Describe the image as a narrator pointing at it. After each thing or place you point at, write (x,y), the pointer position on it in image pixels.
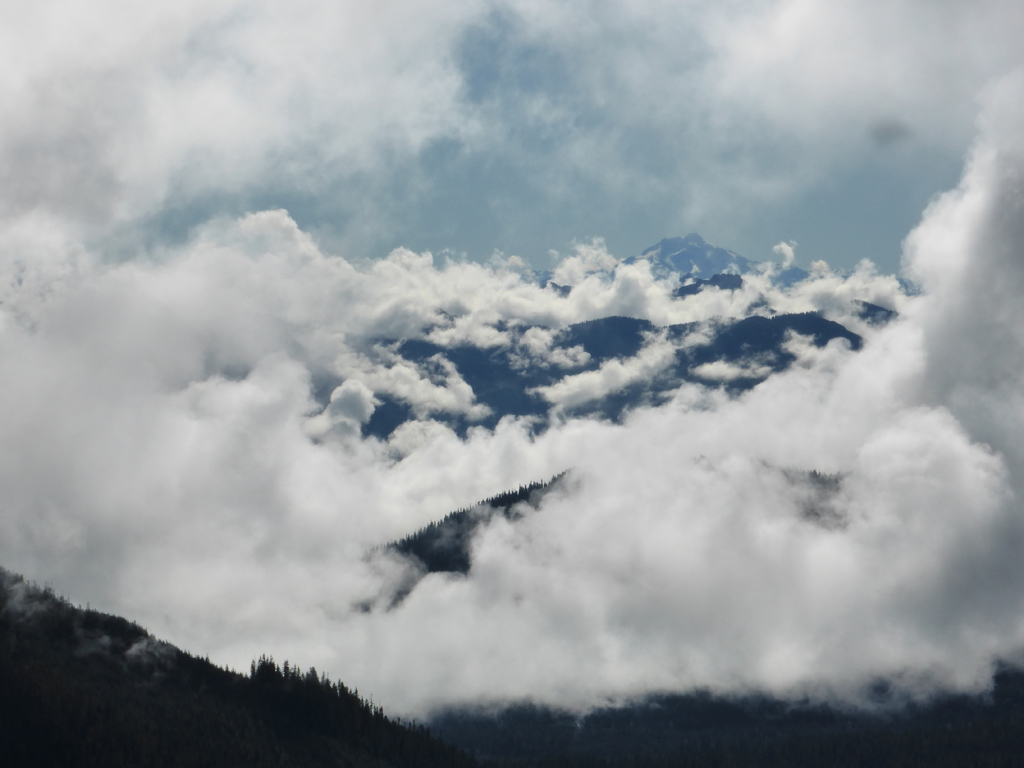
In this image we can see some mountains (386,415) and trees (419,549) covered with the clouds (323,356).
